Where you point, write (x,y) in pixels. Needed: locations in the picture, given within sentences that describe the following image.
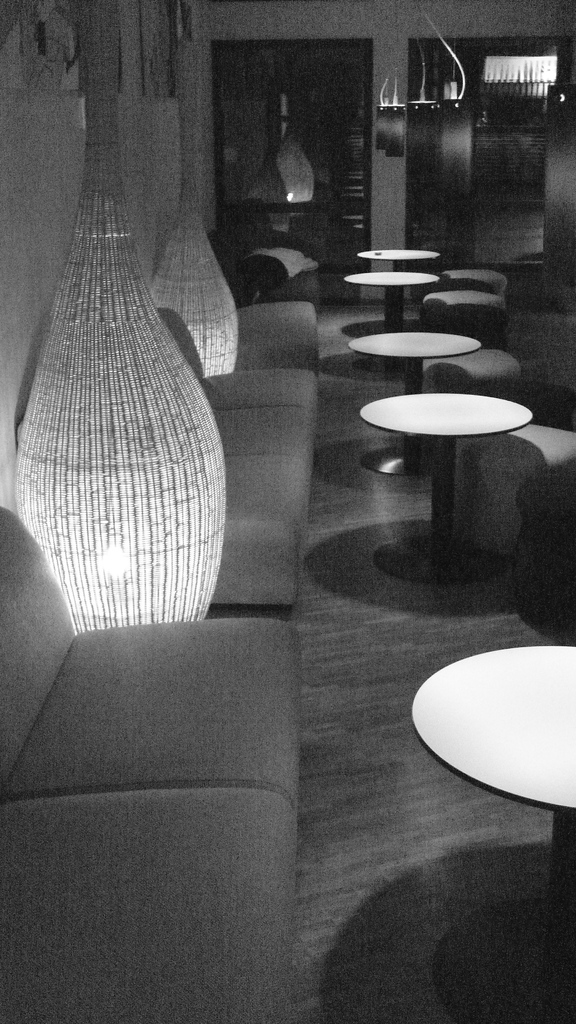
In this image I can see sofas (137,773), tables (500,722), wall (41,192) and some other objects (89,220) on the floor (406,666). This image is black and white in color.
